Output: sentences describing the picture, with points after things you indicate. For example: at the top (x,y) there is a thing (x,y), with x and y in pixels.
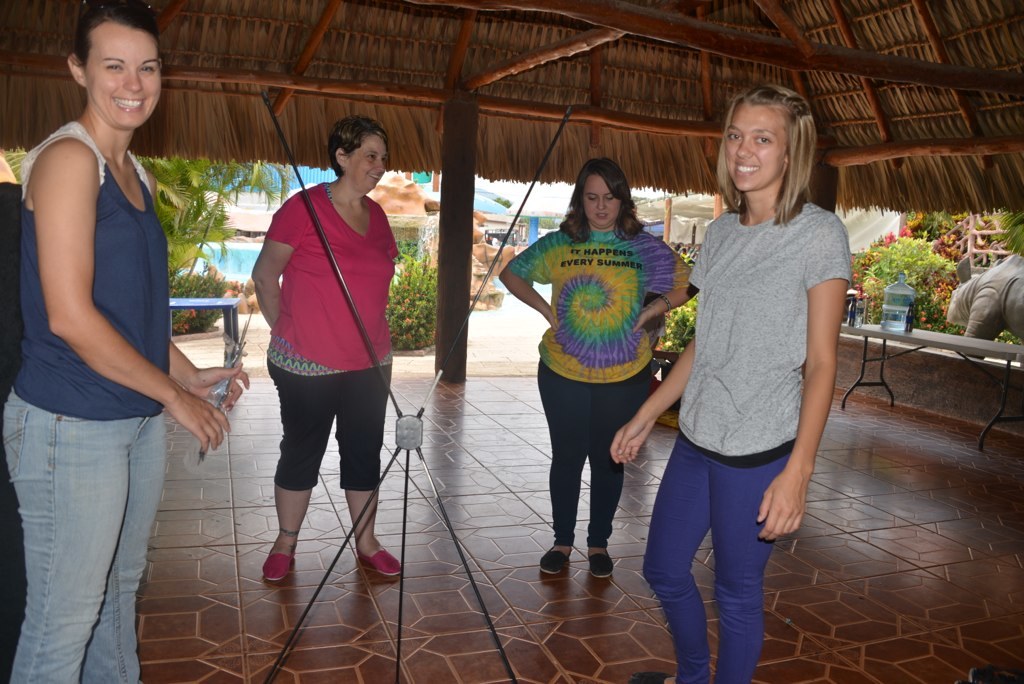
In the picture we can see four women (88,587) are standing under the shed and they are smiling and outside the shed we can see some plants (426,282) and some other houses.
